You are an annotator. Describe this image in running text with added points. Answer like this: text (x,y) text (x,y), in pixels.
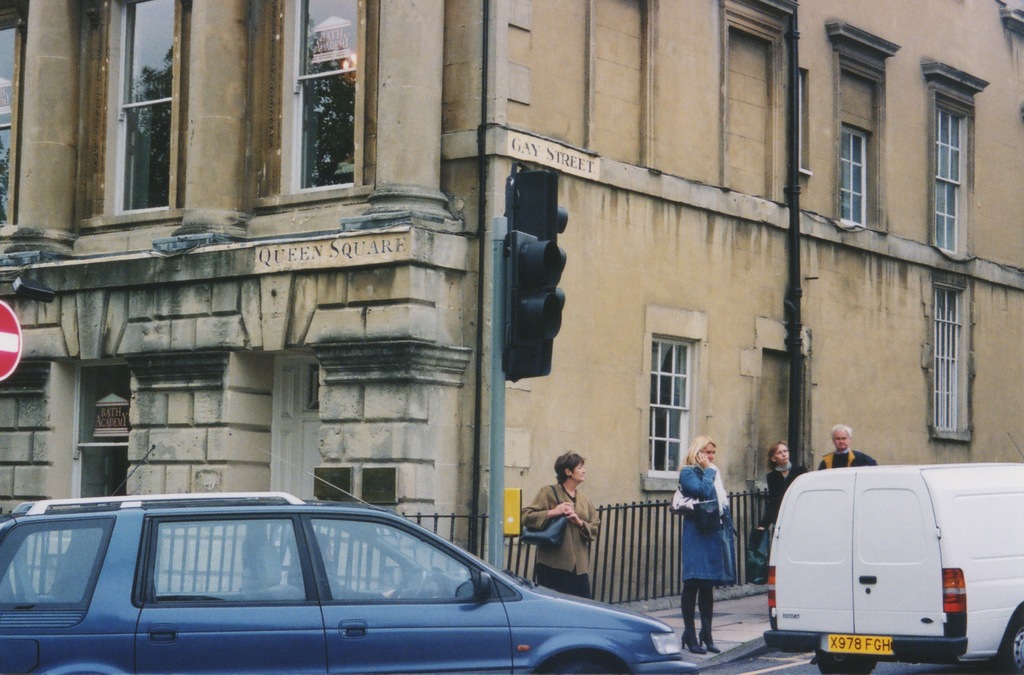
In this picture there is a car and a van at the bottom side of the image (845,513) and there are people (713,446) those who are standing in the image, there is a boundary (621,533) behind them, there is a traffic pole (512,228) in the center of the image (496,233) and there is a building (393,21) in the background area of the image (406,57), on which there are windows (292,178).
